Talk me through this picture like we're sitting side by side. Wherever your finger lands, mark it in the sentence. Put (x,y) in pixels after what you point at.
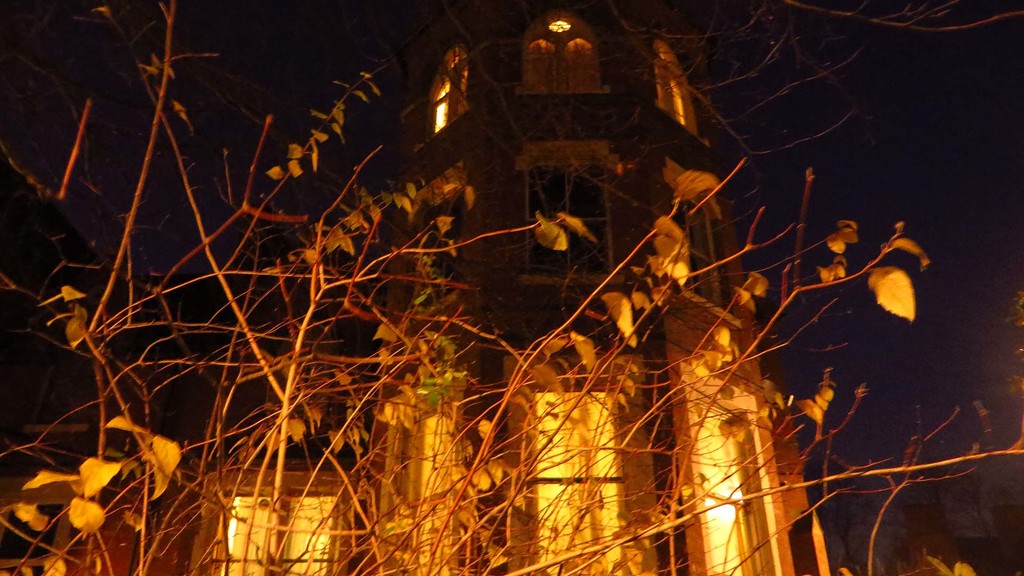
In this picture we can see a building (362,287), lights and trees (249,363).
